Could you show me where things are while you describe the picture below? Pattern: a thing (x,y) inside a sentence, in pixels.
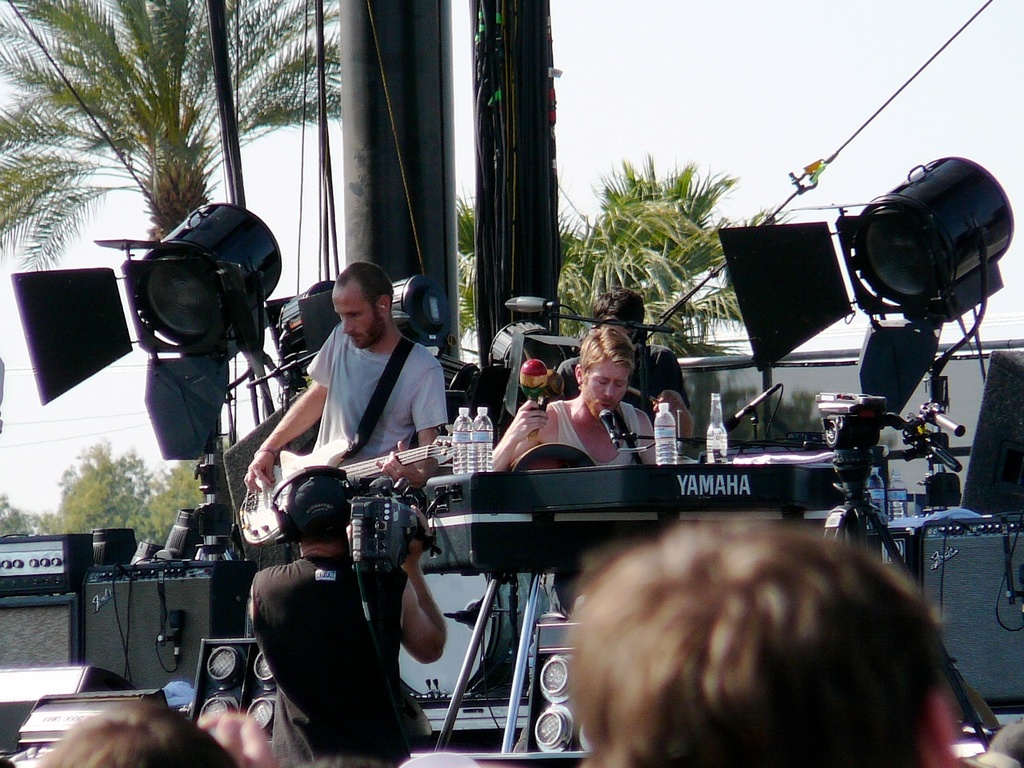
In this image there is a man (401,477) standing and playing a guitar (307,463), next to him there is another man (598,446) who is singing a song. There is a mic (609,431) placed before him. There is a piano (537,488). There are bottles (483,438). In the center (349,486) there is a man (354,653) standing and holding a camera (389,562) in his hand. In the background (644,215) there are trees (193,115) and pole (391,36).
